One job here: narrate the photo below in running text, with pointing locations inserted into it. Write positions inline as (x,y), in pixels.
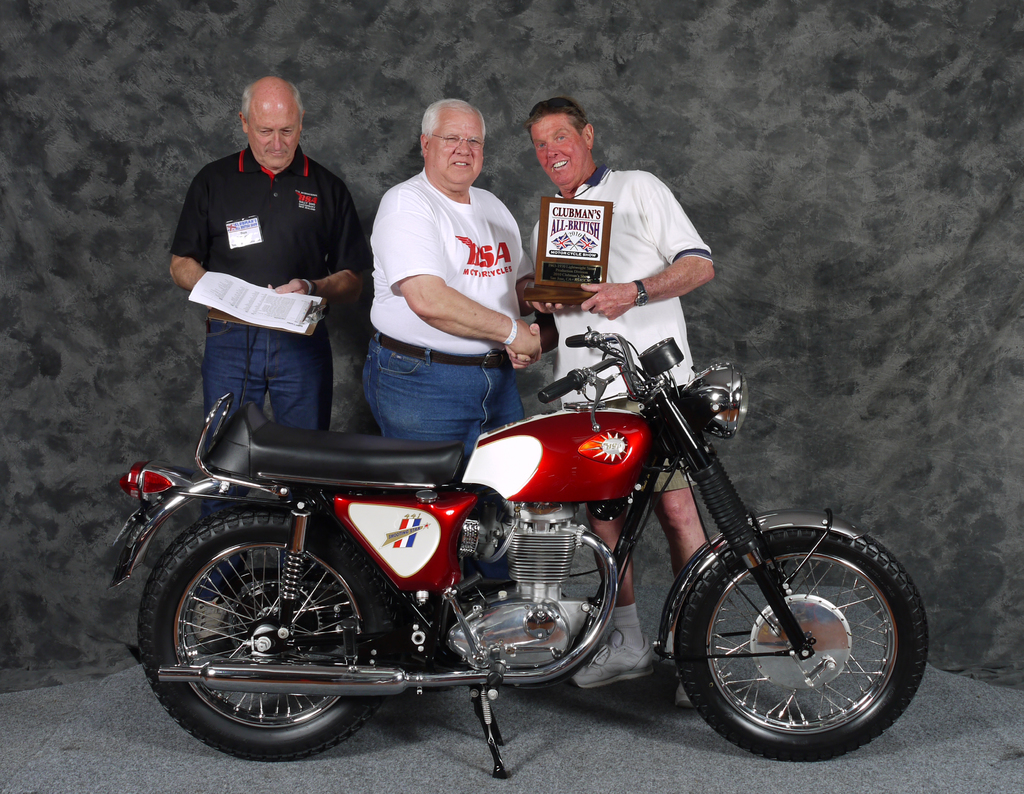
In the middle (483,273) an old man (469,295) is standing, he wore a white color t-shirt (479,236). Beside him there is another man (659,307), who is smiling and in the left side (335,284) a person (270,255) is standing, he wore a black color t-shirt (294,246) and this is a bike (423,624) which is in red color.
